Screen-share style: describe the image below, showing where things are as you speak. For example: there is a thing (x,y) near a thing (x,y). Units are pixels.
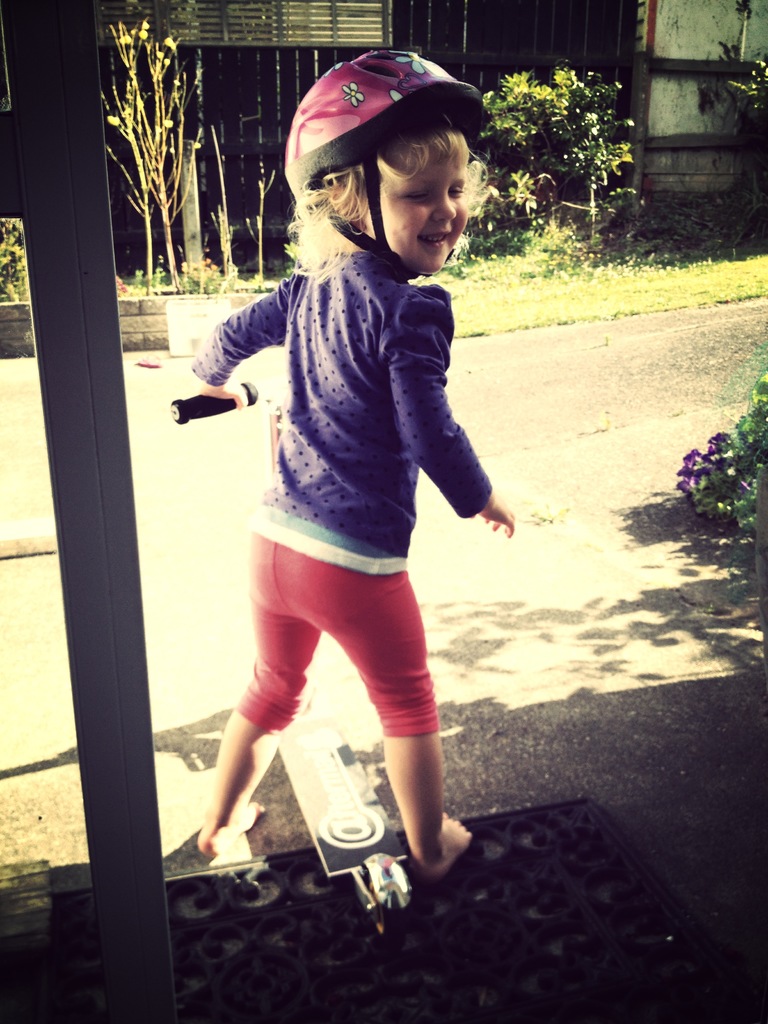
In this image we can see a kid (381,354) wearing a helmet (432,114), she is holding a skate scooter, beside to her we can see a pole (40,258), there are some plants (492,225), and a house (706,0).
